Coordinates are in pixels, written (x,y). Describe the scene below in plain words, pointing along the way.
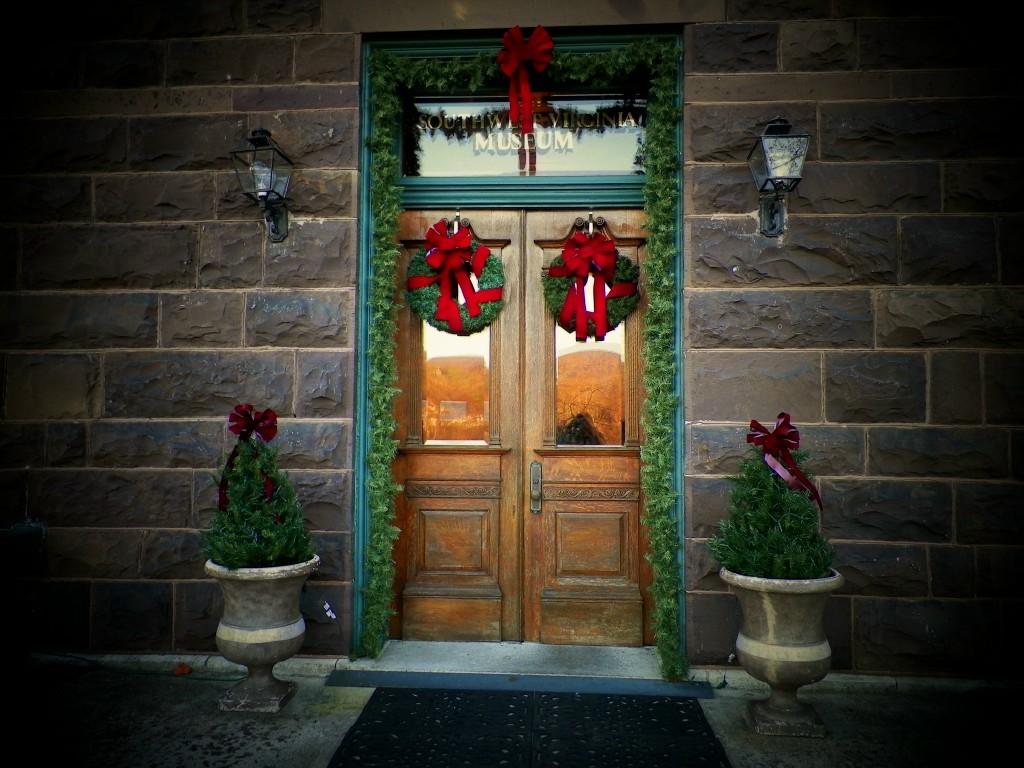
In this image I can see the wall (978,505), brown colour doors (495,393), plants (247,553), ribbons (468,276) and here I can see few green colour things (562,66). I can also see few lights (284,195) on this wall (869,154).
